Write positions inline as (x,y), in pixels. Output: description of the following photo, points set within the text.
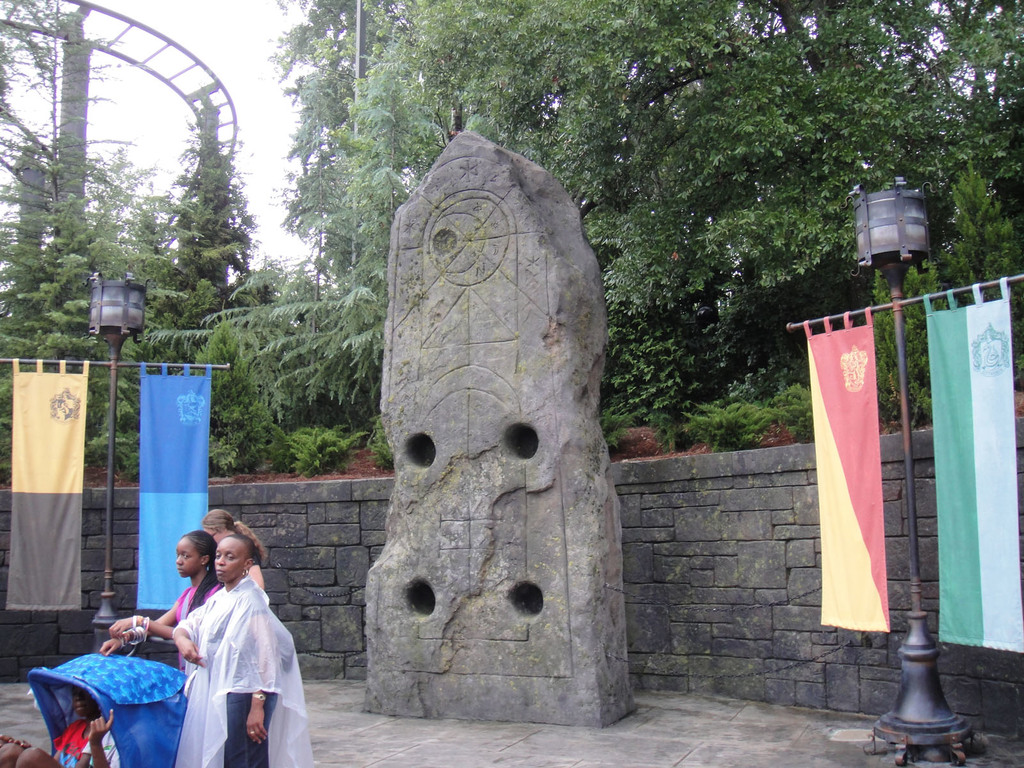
In the image there are three women (182,639) standing on the left side (233,633), behind them there is a statue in the middle (458,419) with flags (877,515) on either side of it to a pole (889,723) in front of a fence (717,553) and the background (1021,118) there are trees (752,206) all over the image.
